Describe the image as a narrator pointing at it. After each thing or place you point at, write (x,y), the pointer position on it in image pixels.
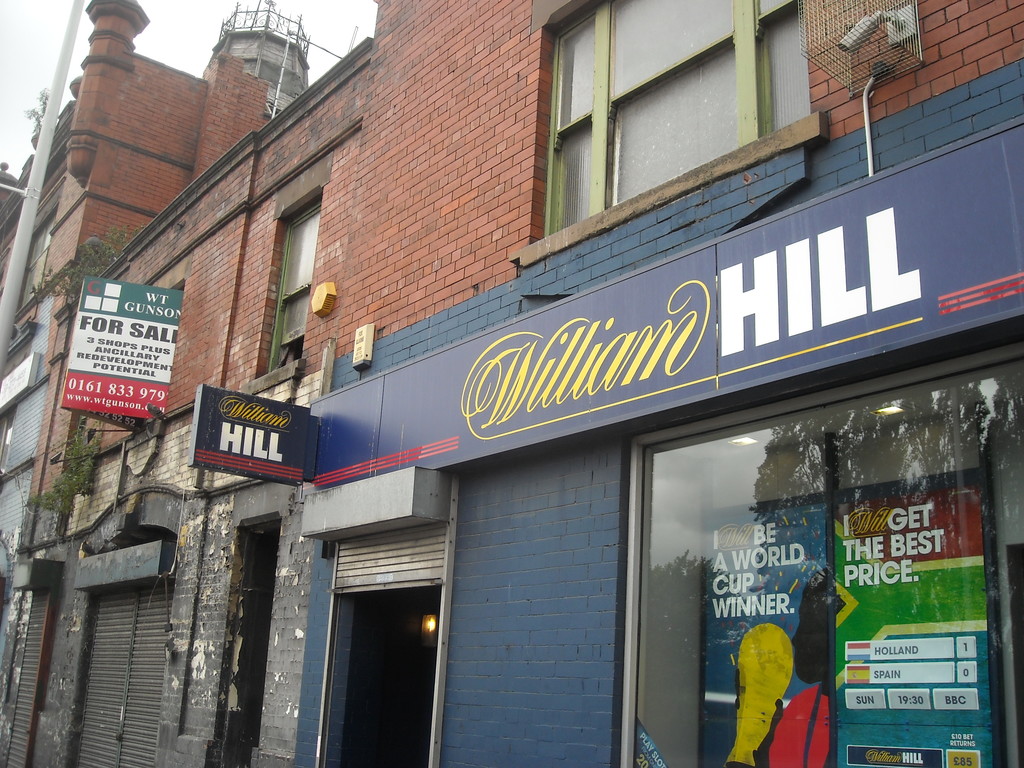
In this image, we can see a building (266,185), we can see some shops (438,701), there is hoarding (337,424), we can see some words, we can see the pole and the sky (216,10).
